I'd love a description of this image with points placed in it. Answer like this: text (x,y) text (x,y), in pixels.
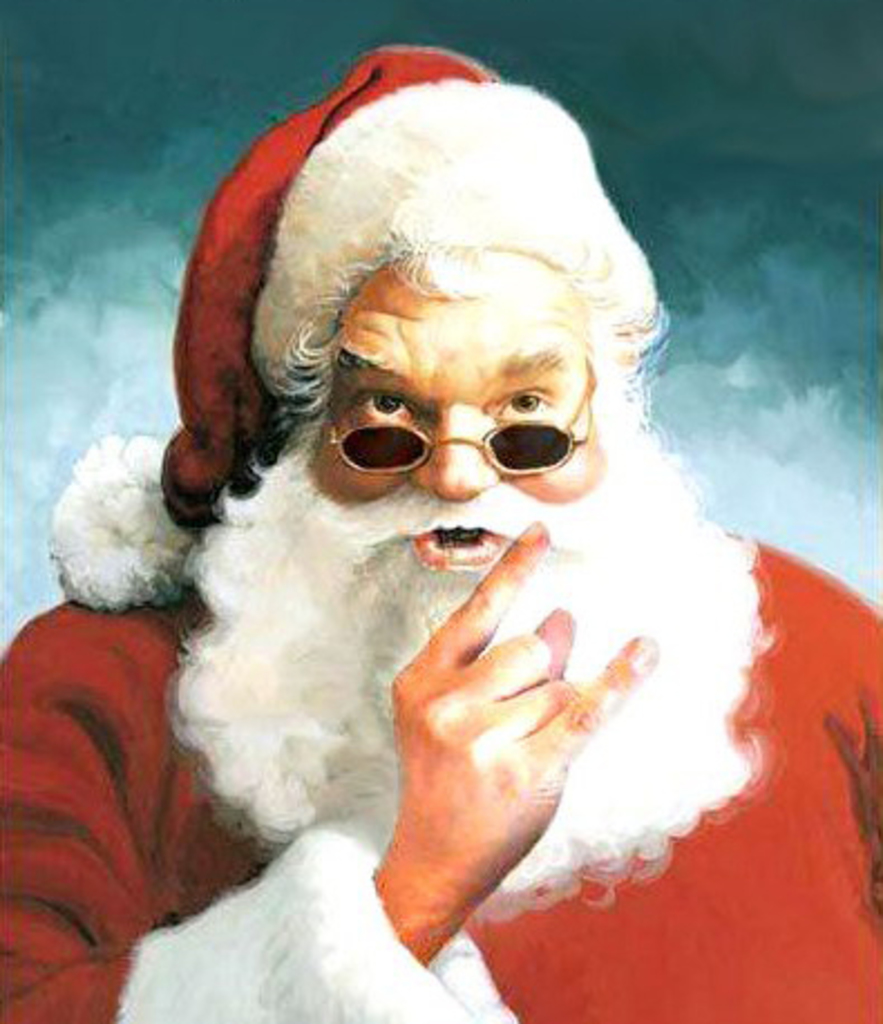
In this picture we can see a person (204,933) wore a cap (274,216) and a spectacle (409,444).
